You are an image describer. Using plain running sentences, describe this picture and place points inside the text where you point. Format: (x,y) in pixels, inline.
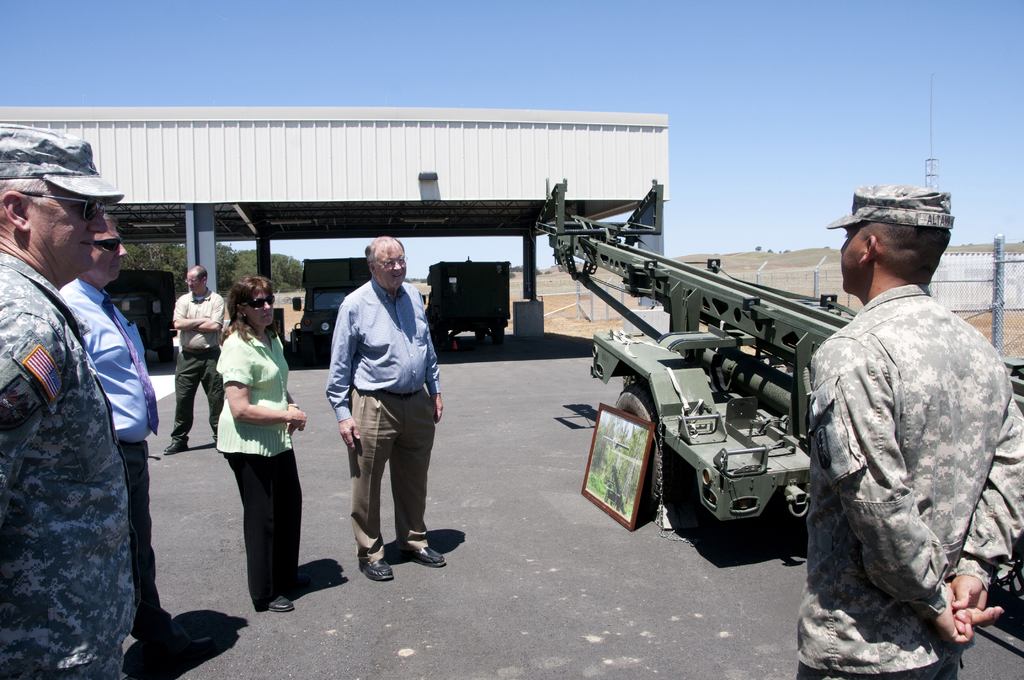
In this image we can see few people (224,360). Some are wearing goggles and cap (52,144). On the right side (735,358) there is a crane (750,342). Near to the crane (763,340) there is a frame (595,470). In the back (276,131) there is a shed (159,147). Below the shed (188,160) there are few vehicles (359,270). In the background (485,11) there is sky (573,68). Also there are railings (962,287) on the right side (973,272).
